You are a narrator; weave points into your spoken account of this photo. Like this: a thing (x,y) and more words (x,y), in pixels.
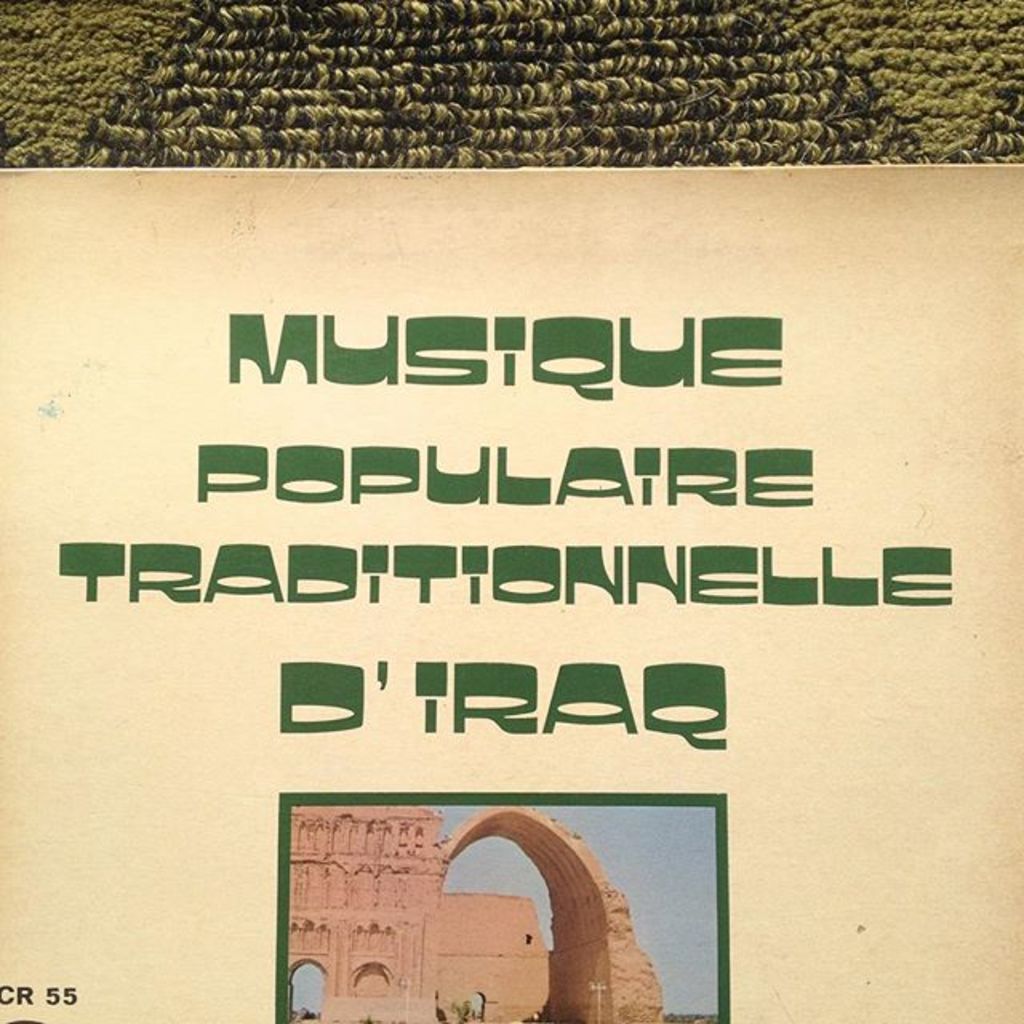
In this image I can see the board (488,475) and I can see few building (569,832) and something (572,698) written on the board (625,686) and the background (737,74) is in green and black color.
